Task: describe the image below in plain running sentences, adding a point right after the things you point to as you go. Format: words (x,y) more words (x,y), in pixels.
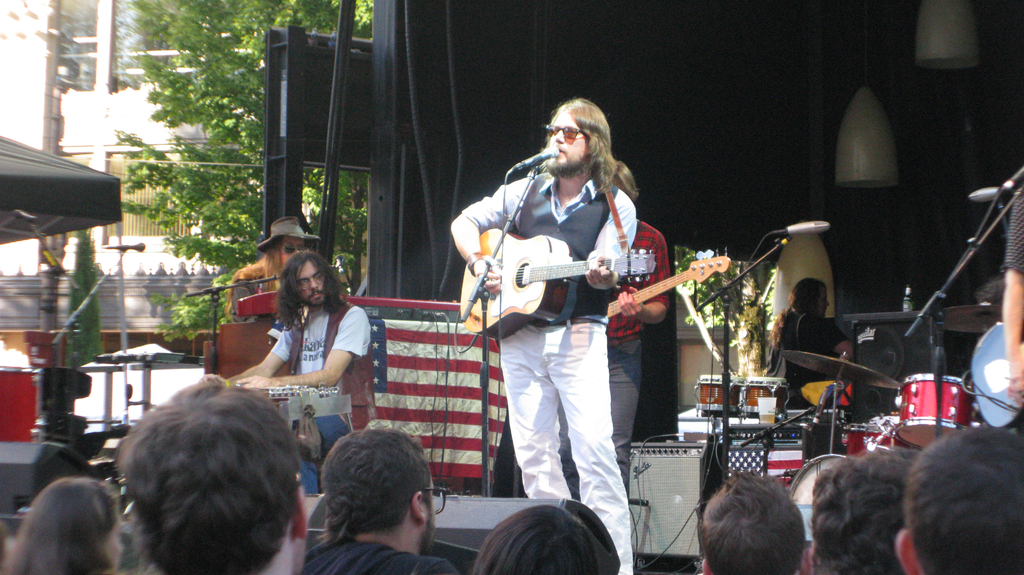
Here in the center (502,195) we can see a man (600,445) playing a guitar (565,267) and singing a song with a microphone (549,158) in front of him and beside him we can see other people (363,344) playing their own musical instruments (978,326) and in front of him we can see audience (818,521) enjoying the music and at the left side (54,112) we can see trees (235,158) and buildings (92,143).
